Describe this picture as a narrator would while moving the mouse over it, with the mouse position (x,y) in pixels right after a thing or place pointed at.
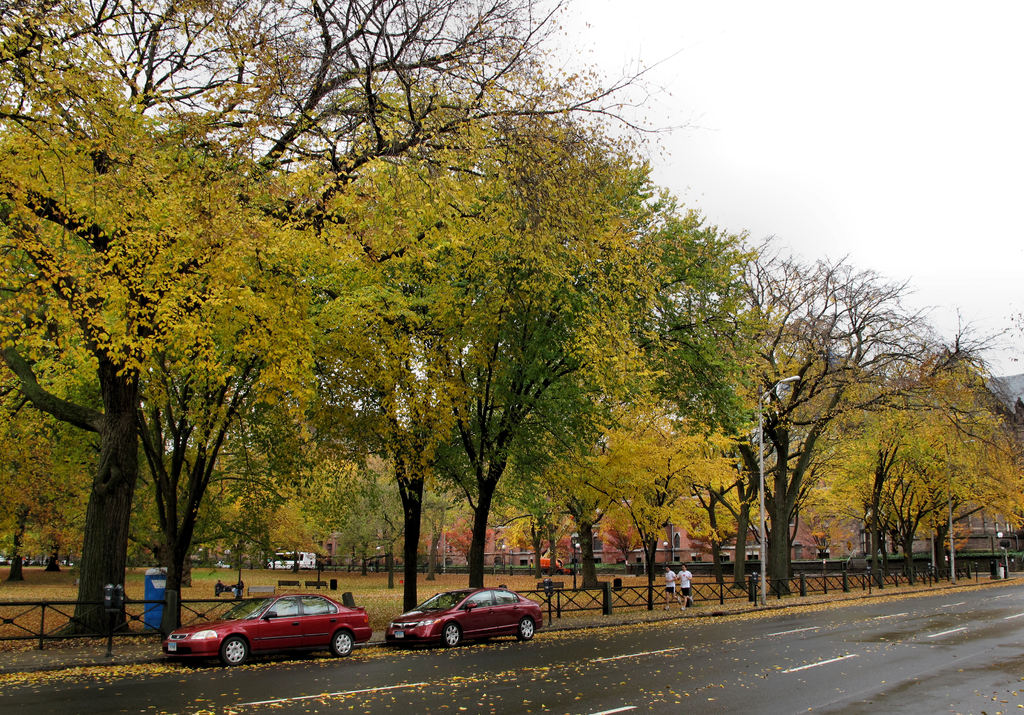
This is an outside view. At the bottom (628,667) there is a road (518,678) and I can see two cars (345,634) on the road (377,707). In the middle of the image (476,367) there are many trees (257,421). It seems to be a garden (422,572). Beside the road (856,660) there are few people (687,577) running on the footpath (605,615). In the background (806,556) there are few buildings (1011,395). At the top of the image (843,120) I can see the sky (812,112).
